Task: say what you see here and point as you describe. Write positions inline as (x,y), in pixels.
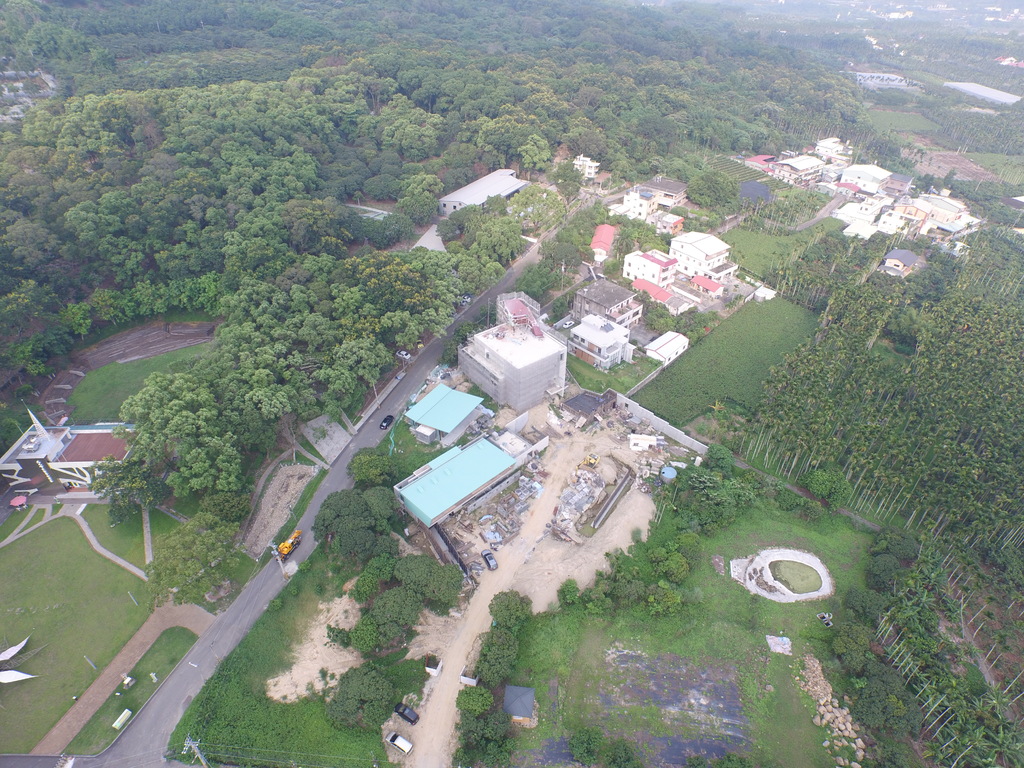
This is a aerial view. In this image we can see trees (406,177), buildings (544,373), sheds (463,467), towers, roads (395,403), motor vehicles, stones (844,734) and ground (791,325).
